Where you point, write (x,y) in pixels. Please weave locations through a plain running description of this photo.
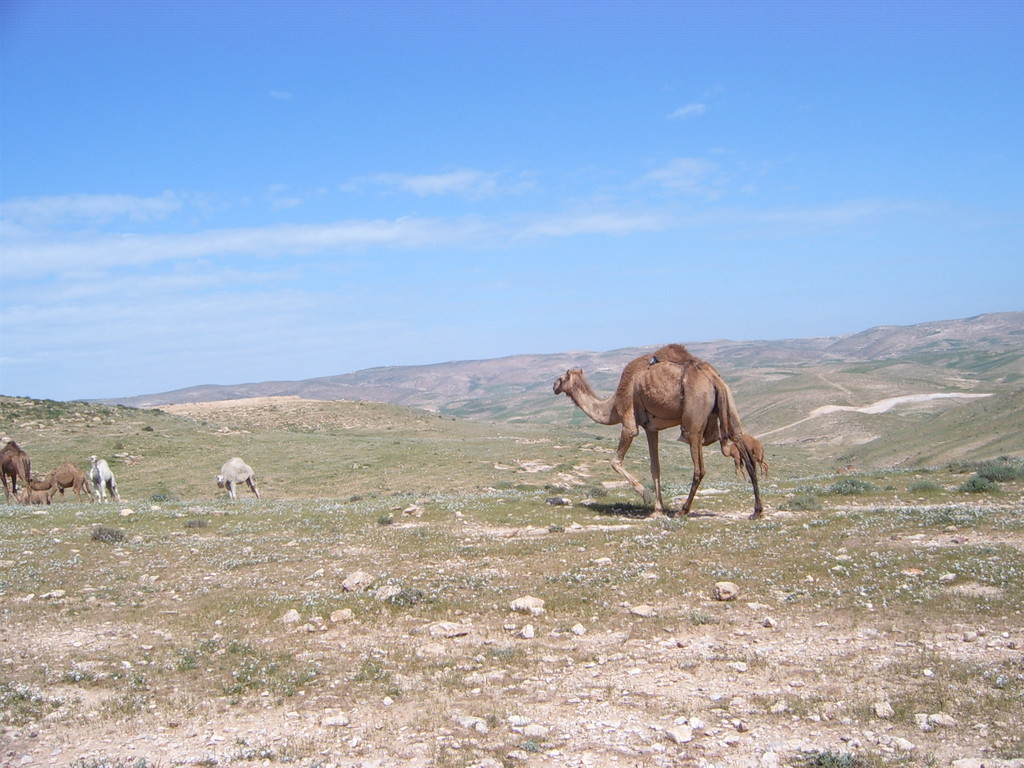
In this image there is one camel (699,413) at right side of this image (698,381) and there are three camels (13,472) at left side of this image (85,489) and one camel (233,491) at middle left side of this image (243,469) and there is a desert area (491,407) as we can see in middle of this image (353,411) and there is a blue sky (422,112) at top of this image (358,137).
